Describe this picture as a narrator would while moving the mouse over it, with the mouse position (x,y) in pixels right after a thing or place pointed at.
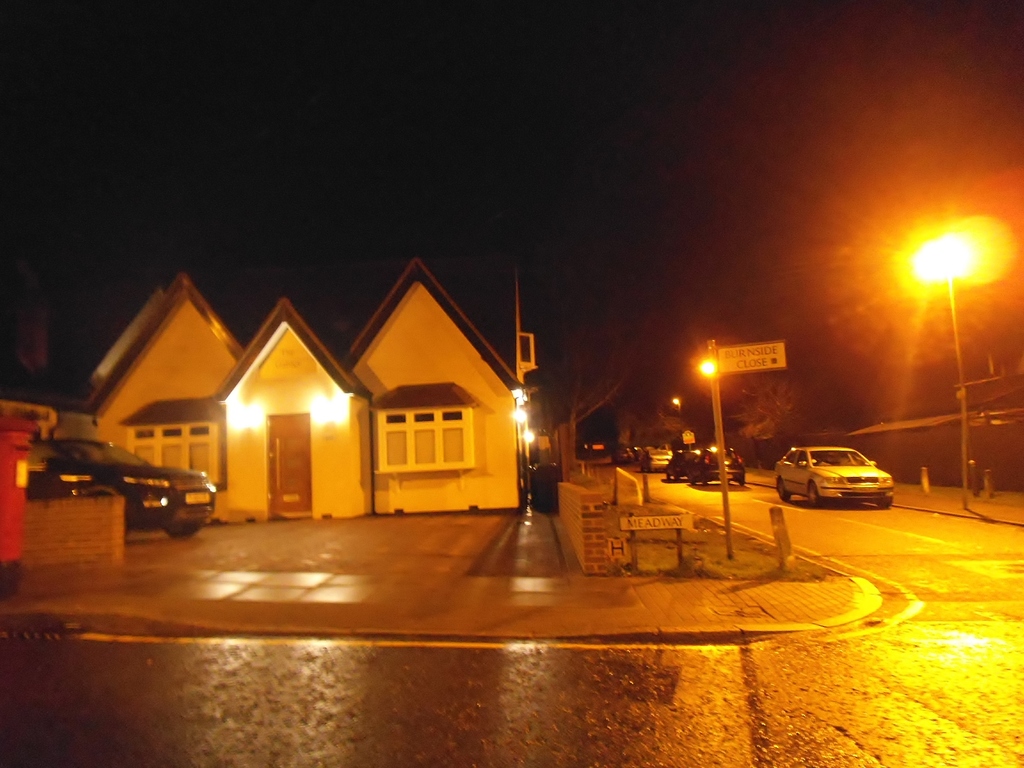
In this picture we can see cars (799,486) on the road (892,681), lights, poles (715,419), name boards (668,523), houses (132,395) with windows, trees (600,389) and in the background (659,386) it is dark.
